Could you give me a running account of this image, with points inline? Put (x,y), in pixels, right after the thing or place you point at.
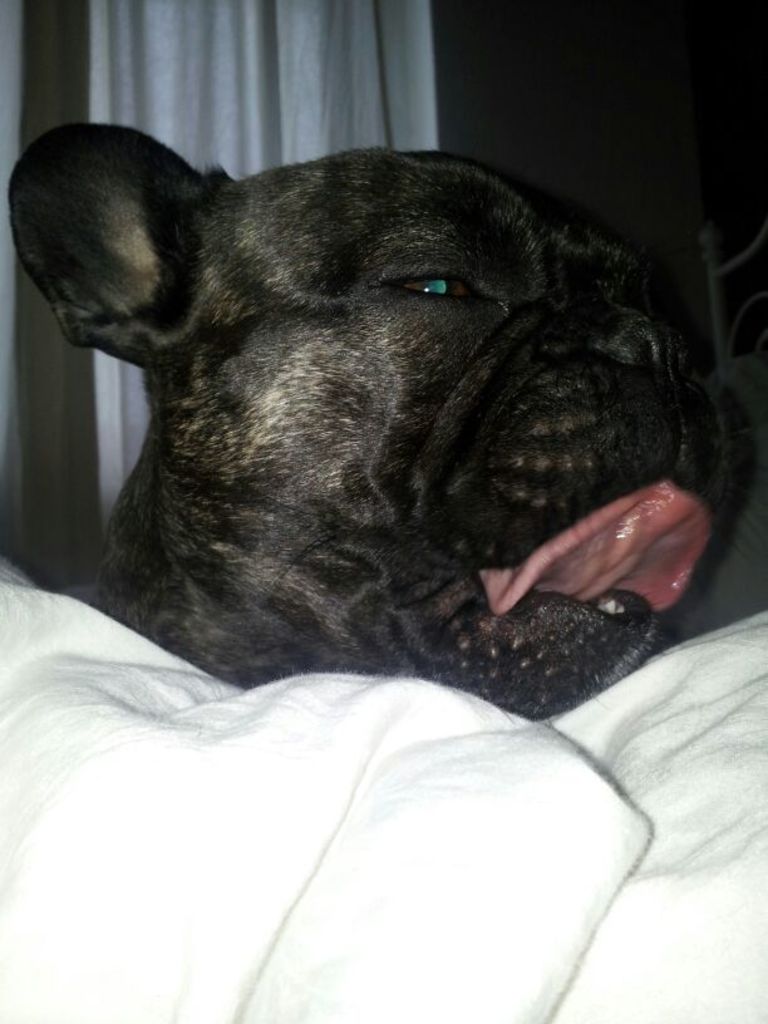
In this picture I can observe a dog (290,534). The dog (242,437) is in black color. There is a white color blanket (277,798) on the dog (571,463). In the background (216,121) there is a curtain (261,75) and the wall (584,87).
